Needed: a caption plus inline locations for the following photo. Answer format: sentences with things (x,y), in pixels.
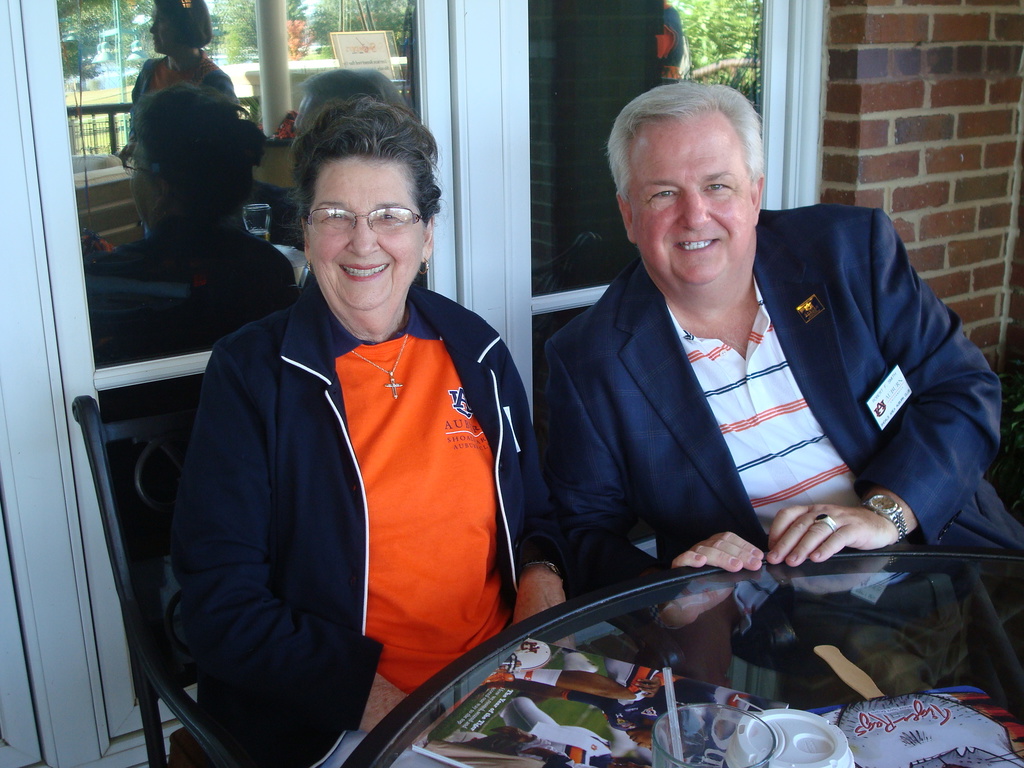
In this image in the foreground (437,502) there is one woman (364,351) and one man (716,317) who are sitting on chairs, in front of them there is one table (748,648). On the table (901,621) there is one magazine (606,715), cup (737,734), straw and one book (855,733). In the background (102,215) there is a glass window (565,57) and a wall (844,65).
